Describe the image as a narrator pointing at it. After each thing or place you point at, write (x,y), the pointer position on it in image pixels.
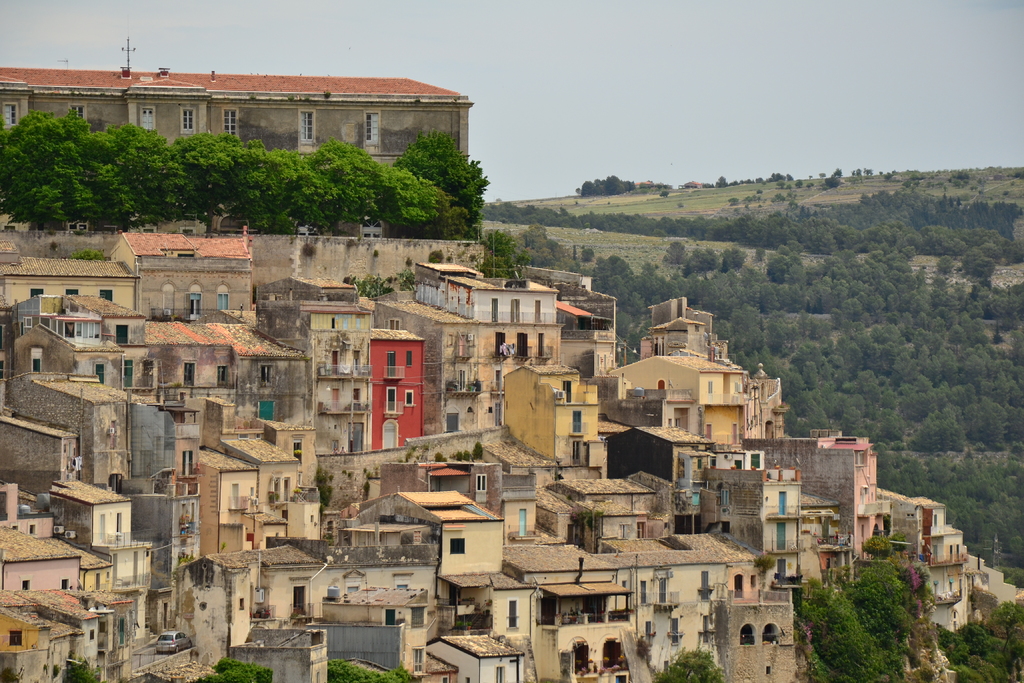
This image consists of buildings (488,479) on the left side (304,449) and trees (856,368) on the right side (922,435). There are trees (246,222) on the left side (243,195) too. There is sky (591,37) in the top (696,86).
